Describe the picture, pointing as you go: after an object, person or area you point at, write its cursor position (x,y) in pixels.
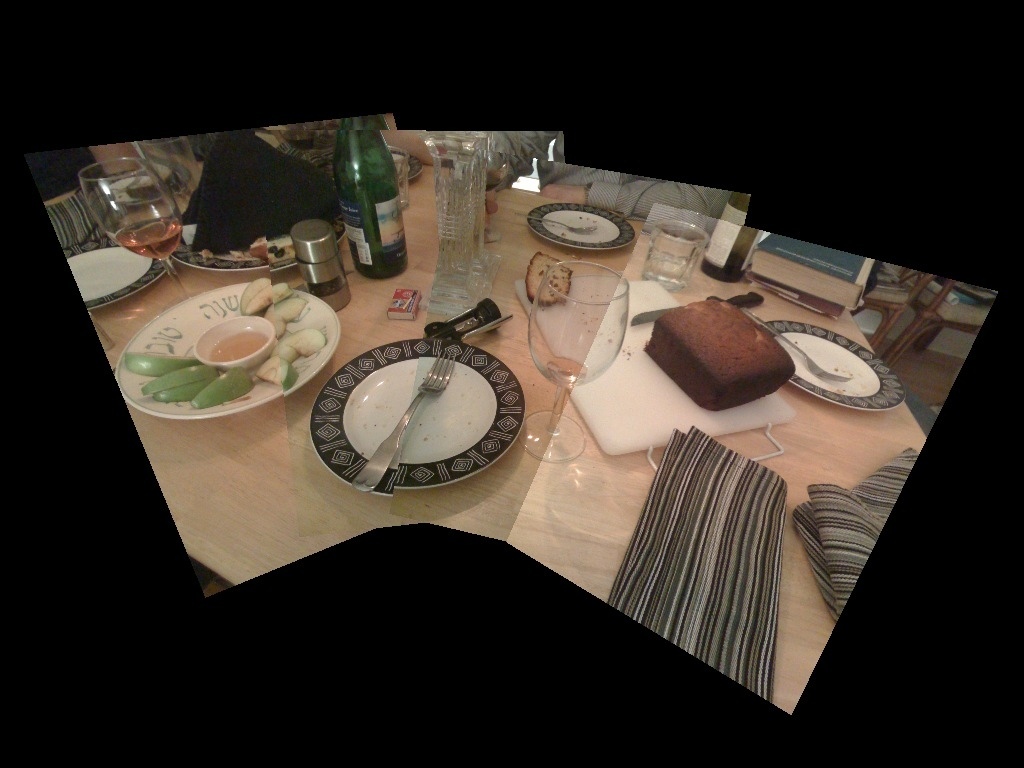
This is an edited image. On the table (126,336) we can see wine bottles (348,172), fruits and a bowl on a plate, glasses (135,234), napkins (66,228), spoons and forks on plates (394,404), books (783,271) and some other items (446,172). There are two persons (256,193) at the table (122,301). In the background (307,159) there are some objects (969,323).
